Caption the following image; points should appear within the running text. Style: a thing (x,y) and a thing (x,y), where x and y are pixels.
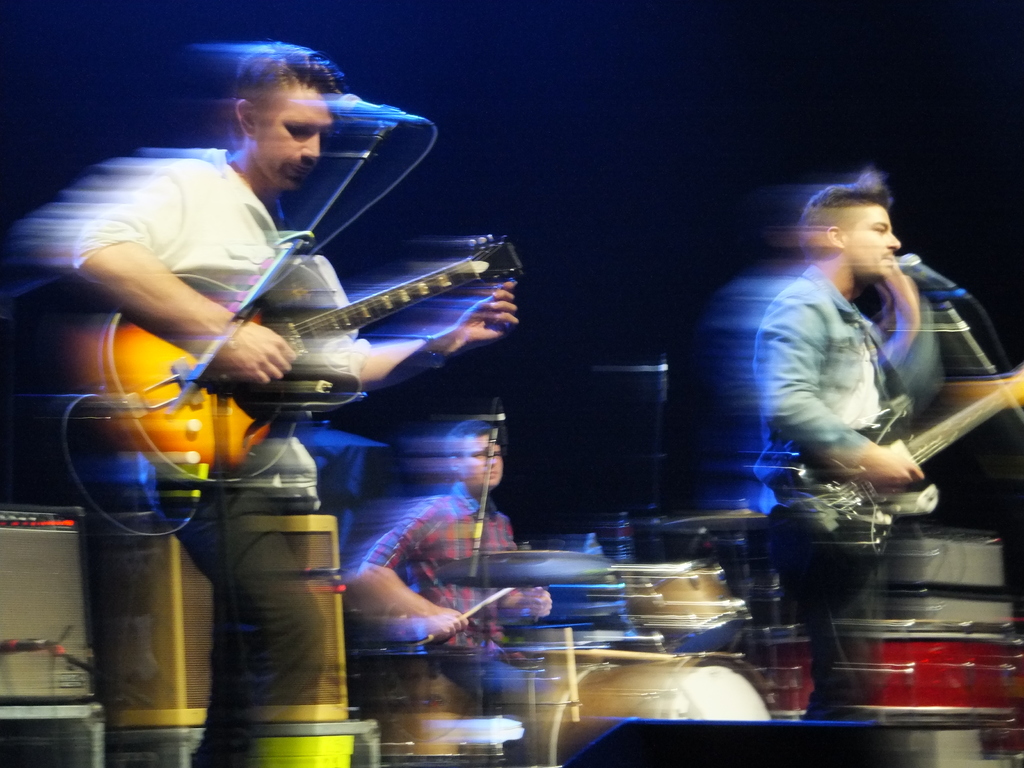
In this picture they are three persons (775,339) one person (232,537) is left side of the frame is standing and holding a guitar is singing with the help of microphone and right side (788,388) one more person (881,231) is standing and he is also holding a guitar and playing in between them one person (427,528) is sitting and playing drums (626,702) there are so many musical instruments (637,652).
